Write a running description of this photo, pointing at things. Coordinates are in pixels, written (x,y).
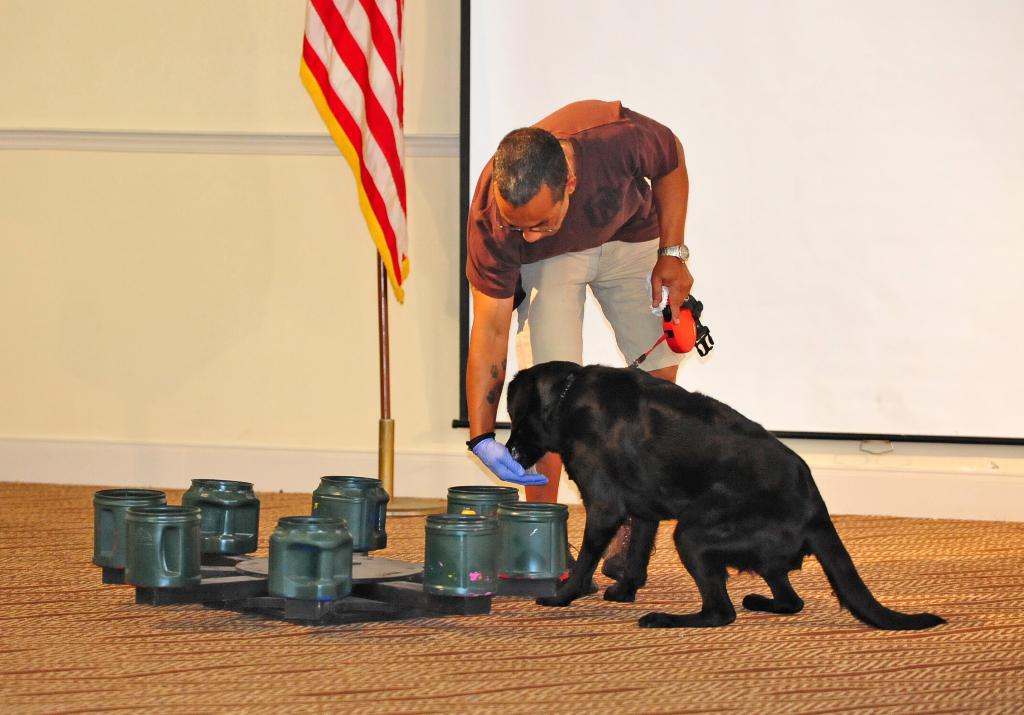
In this image in the center (654,324) there is one person (587,173) he is holding something, and he is feeding the dog (511,411). And there is one dog (574,397), and on the left side (210,557) there are some objects (236,551). At the bottom (1003,575) there is floor (953,524), and in the background (896,298) there is a screen (963,144), pole (386,331), flag (334,127) and wall (209,144).
